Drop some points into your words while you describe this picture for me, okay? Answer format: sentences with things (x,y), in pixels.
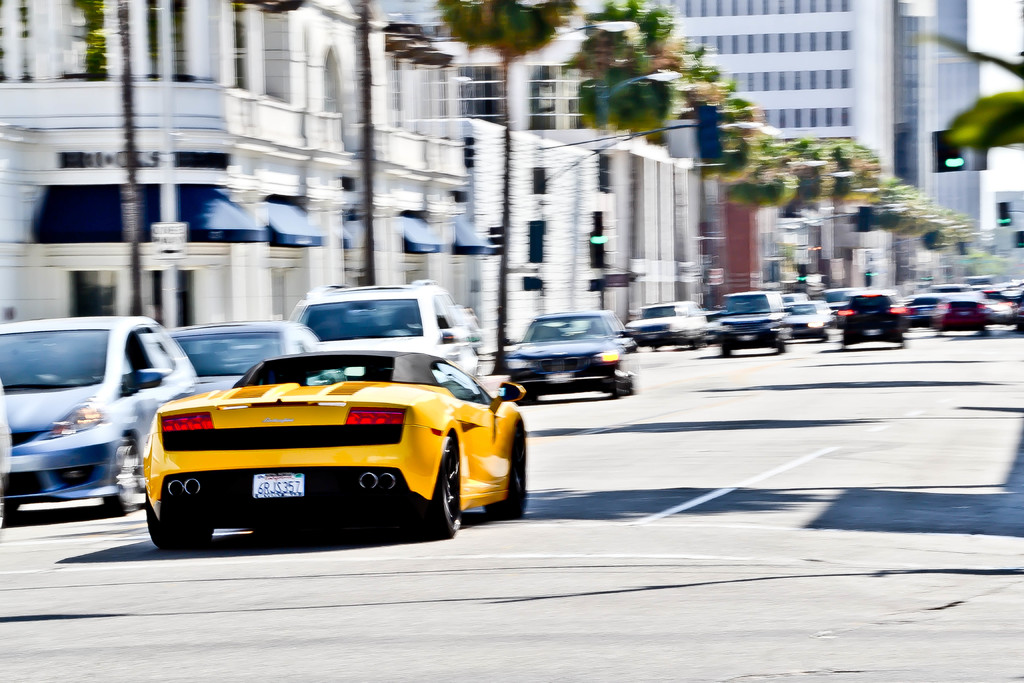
In the picture we can see a road (795,663) with many cars (180,446) on it and beside it, we can see a path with trees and buildings (919,250) and in the background (1000,169), we can see a huge building (799,49) with many floors (793,38) and beside it we can see a traffic light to the pole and a part of the sky (1019,46) behind it.
